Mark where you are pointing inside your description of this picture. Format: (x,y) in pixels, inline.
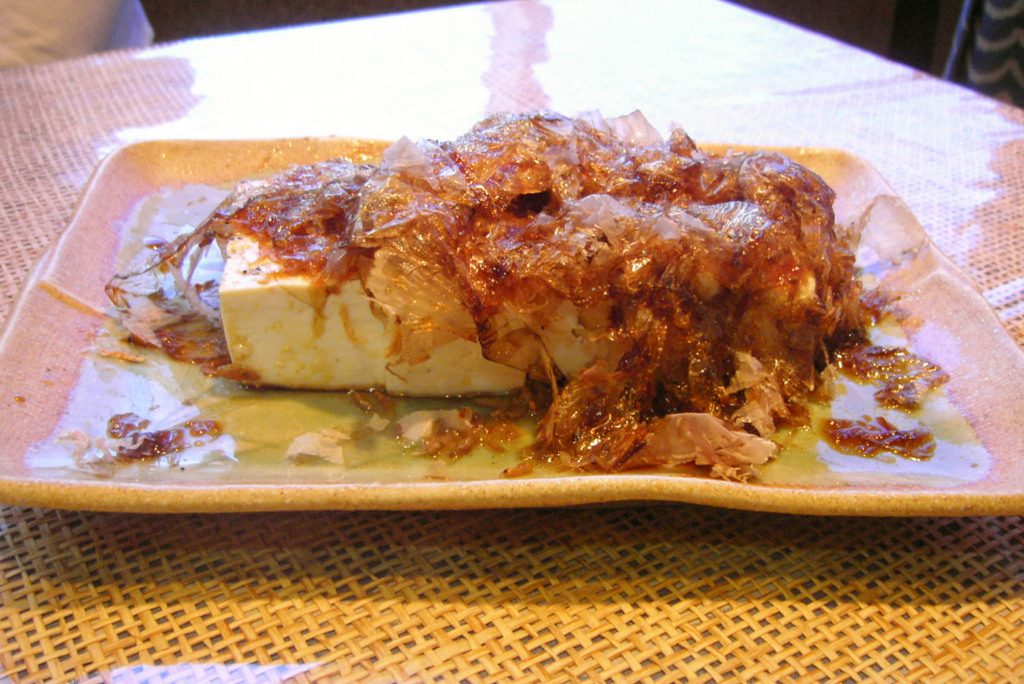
In this picture we can see food (603,196) and a plate (393,445) which is place on the table (290,78).
